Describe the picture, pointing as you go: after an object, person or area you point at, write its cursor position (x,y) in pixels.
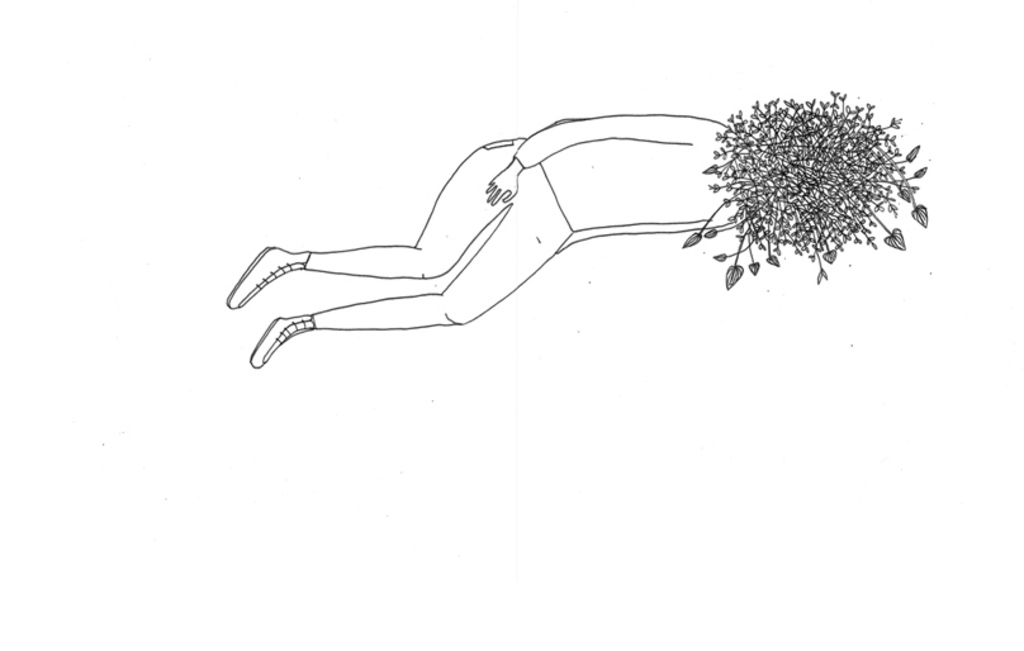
This picture is the sketch of the person (475,201) and the person (669,136) is lying on the floor (583,276). In the background (433,170), it is white in color.
